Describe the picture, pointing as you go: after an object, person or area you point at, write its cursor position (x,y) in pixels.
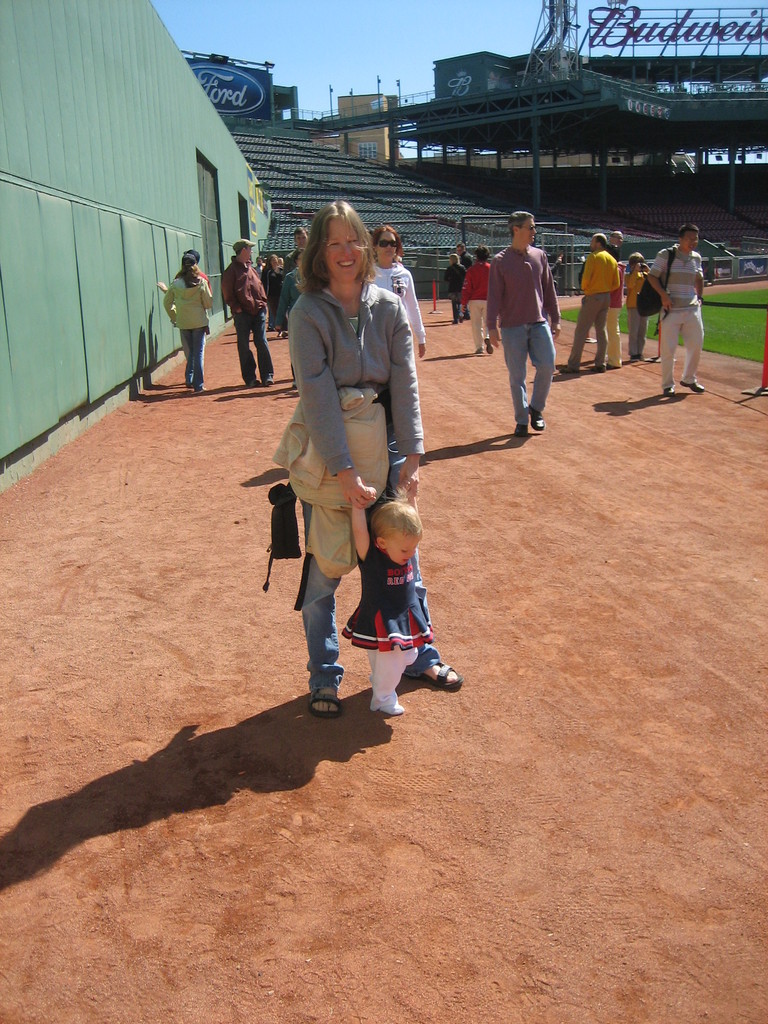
In this picture there are people (197,359), among them there is a woman (346,400) standing and holding a kid (391,561) and we can see ground (548,524), grass (729,348) and wall (257,220). In the background of the image (752,175) we can see stadium (363,212), hoardings (225,79), poles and sky (370,58).
